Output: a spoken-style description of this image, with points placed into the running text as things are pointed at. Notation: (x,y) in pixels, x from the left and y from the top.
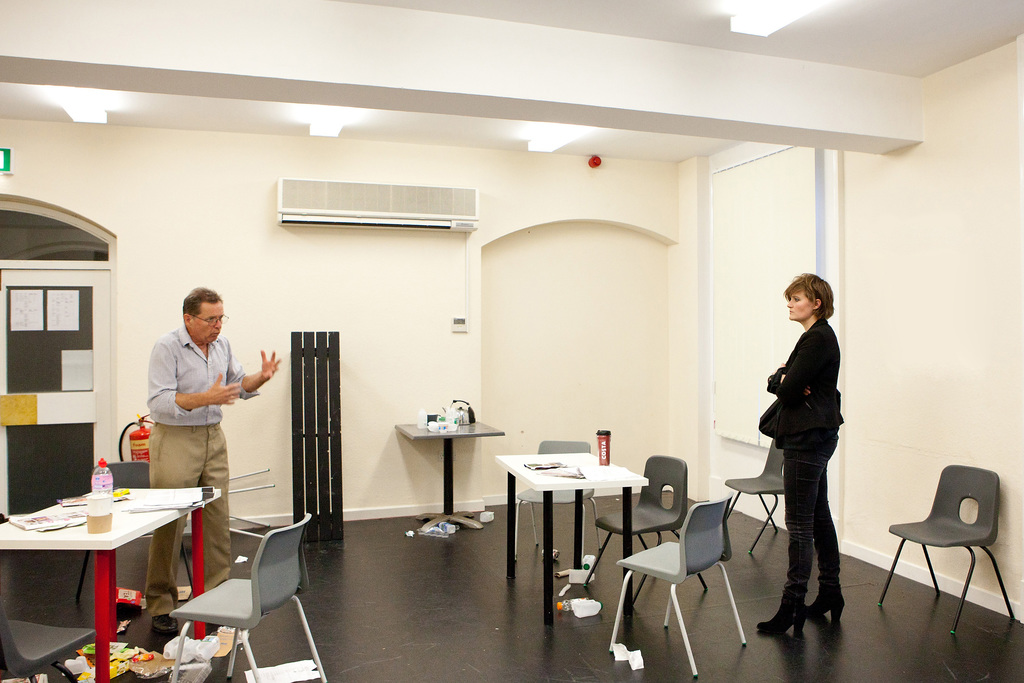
This picture is taken in a room (502,555). Man (176,430) is standing at left side of the image (210,396) and a woman (809,567) is standing right side of the image (805,424). There are few chairs (724,500) and there is a table (590,479), a bottle (602,457) is placed on it. Air Conditioner (387,221) is fixed to the wall (386,276). There is fire extinguisher (137,443) at backside of the person (156,432).
